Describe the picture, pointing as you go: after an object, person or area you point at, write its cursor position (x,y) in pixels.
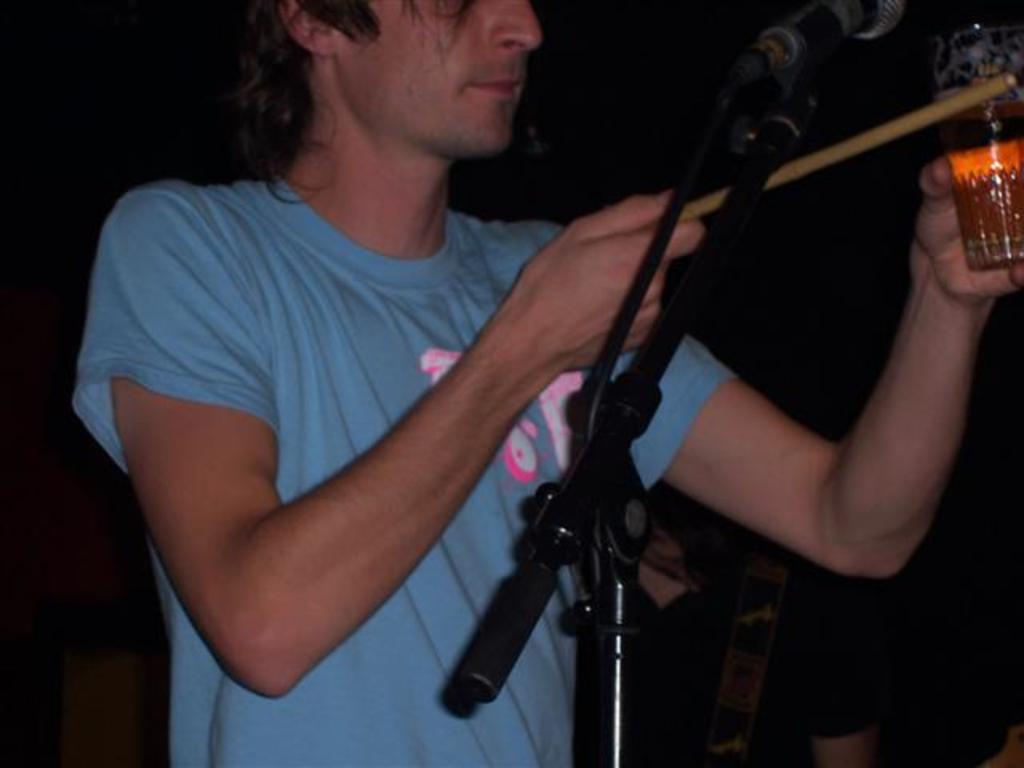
In this image I can see a man (287,329) wearing blue color t-shirt (291,398), holding a stick (776,180) and a glass (996,221) in the hands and looking at the glass (986,173). In front of this man (498,402) I can see a mike stand (645,368).
